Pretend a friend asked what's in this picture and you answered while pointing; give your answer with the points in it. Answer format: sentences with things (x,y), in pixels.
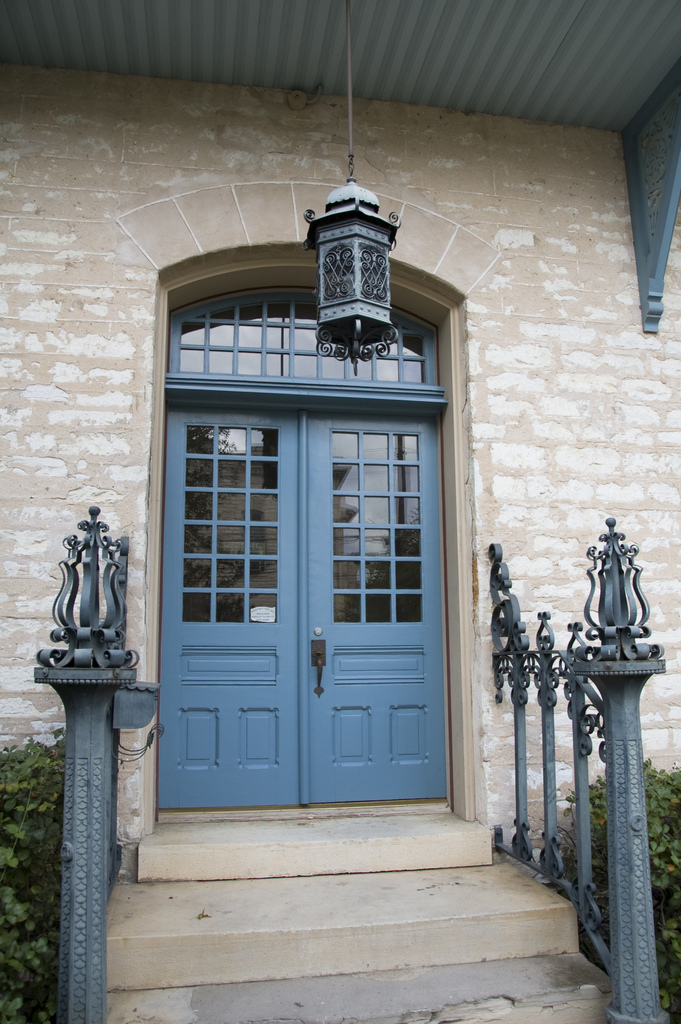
Here in this picture we can see a door (388,784) present on a building (429,29) and in front of it on the either side we can see railing (89,761) present and on the ground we can see plants (11,853) present and at the top (350,184) we can see a light (346,218) hanging.
